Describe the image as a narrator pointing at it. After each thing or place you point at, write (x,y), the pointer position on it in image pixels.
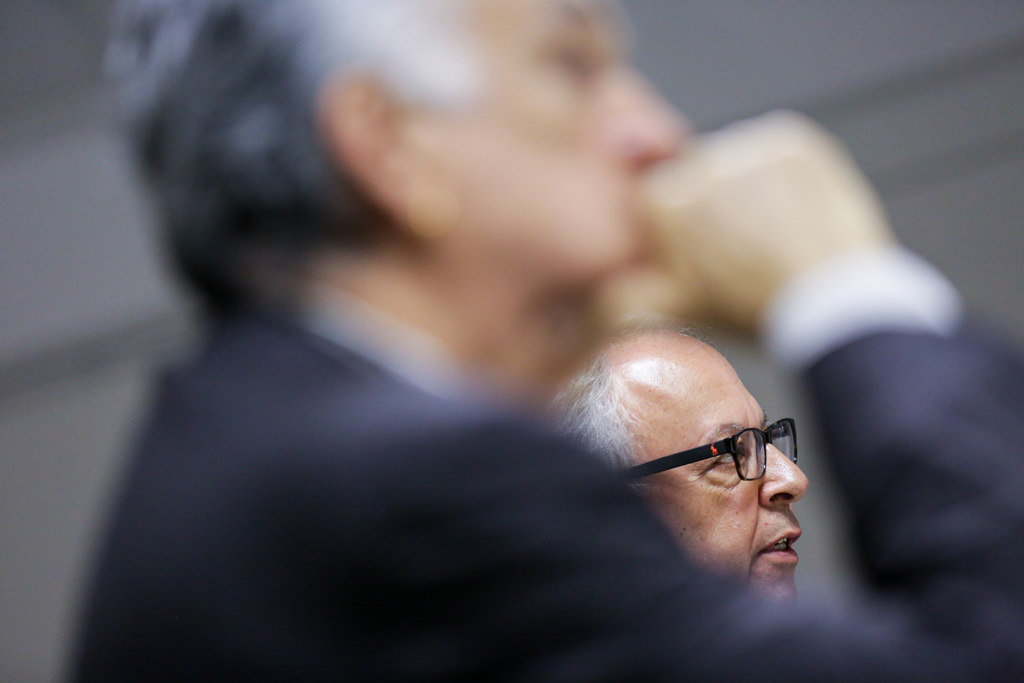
In this image I can see two persons (788,524). One person (740,559) is wearing spectacles (739,438).
